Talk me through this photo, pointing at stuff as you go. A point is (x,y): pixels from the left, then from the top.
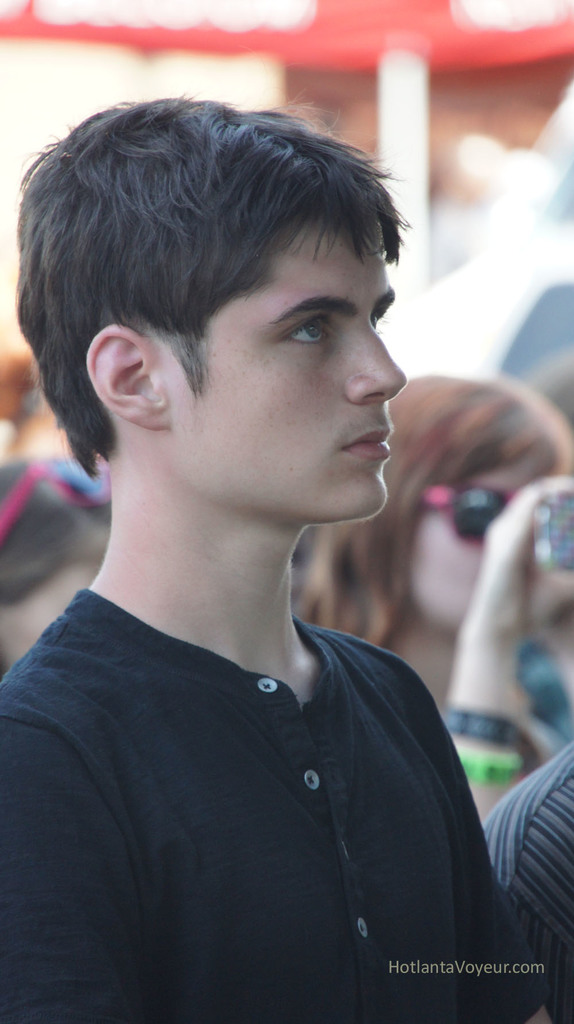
In this image I can see people (220,600) among them this man (231,627) is wearing black color clothes (244,854). The background of the image (536,259) is blurred. Here I can see a watermark (468,973).
